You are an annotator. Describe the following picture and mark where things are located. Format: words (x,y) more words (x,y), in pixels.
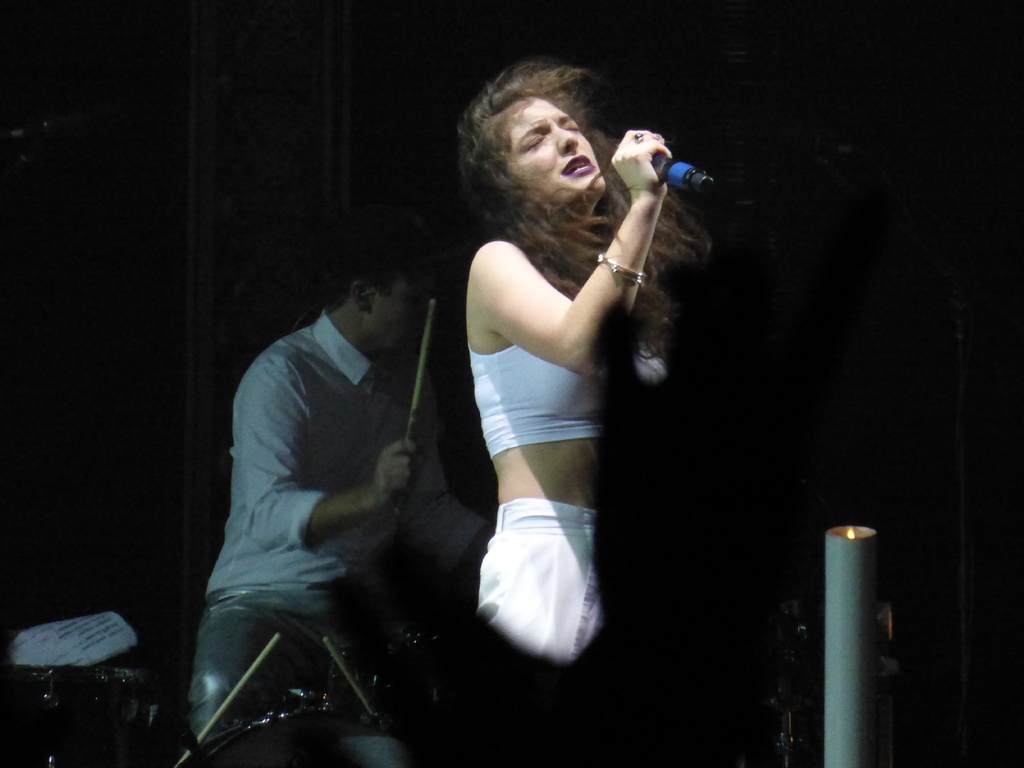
In this picture we can see a woman (592,244) who is holding a mike (672,181) with her hand (651,175). She is singing. Here we can see a man (379,295) who is playing some musical instruments (329,682).
